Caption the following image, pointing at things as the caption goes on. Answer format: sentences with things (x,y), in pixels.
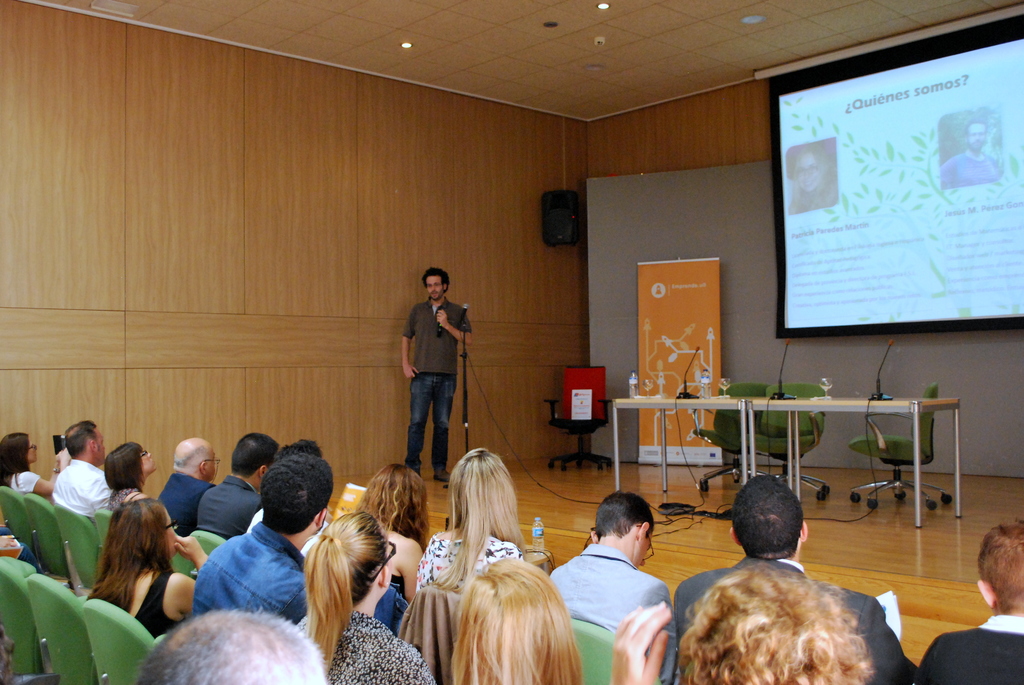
This image consists of many people (154,510). In the front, we can see a man (432,438) standing and holding a mic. On the right (825,197), we can see a projector screen (856,300), banner (683,334), tables (786,408), chairs (729,450) on the dais (831,547). At the bottom (452,570), there are many people (383,509) sitting in the chairs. In the background (409,190), we can see a speaker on the wall (438,255). At the top (422,5), there is a roof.
